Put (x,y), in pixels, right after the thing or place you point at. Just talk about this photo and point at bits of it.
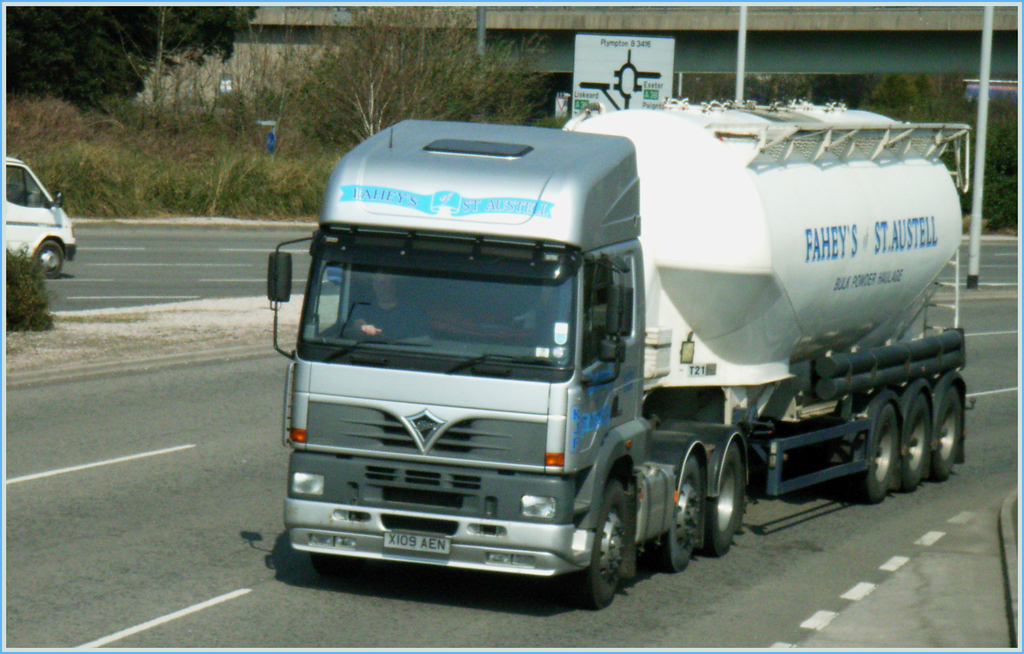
In this image there is a truck (830,185) passing on the road (214,497), inside the truck (391,374) there is a driver (366,322), on the other side of the road (229,247) there is a van (44,243). In the background of the image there are trees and a bridge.
